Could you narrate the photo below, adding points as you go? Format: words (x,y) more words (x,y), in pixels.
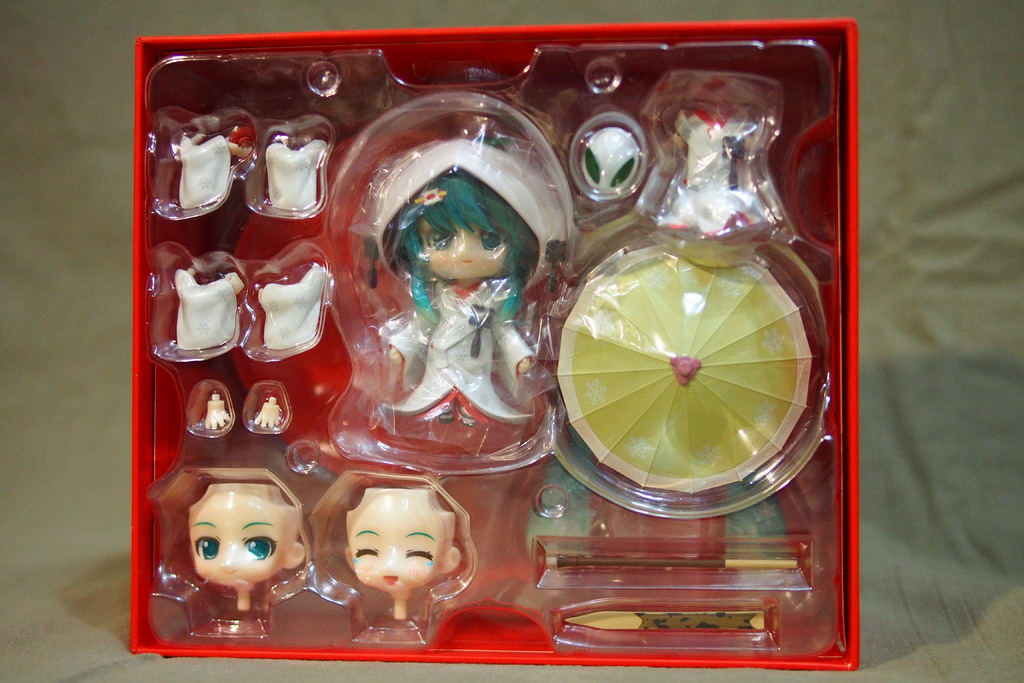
In this image I see a box (333,324) in which there are toys (638,481).
